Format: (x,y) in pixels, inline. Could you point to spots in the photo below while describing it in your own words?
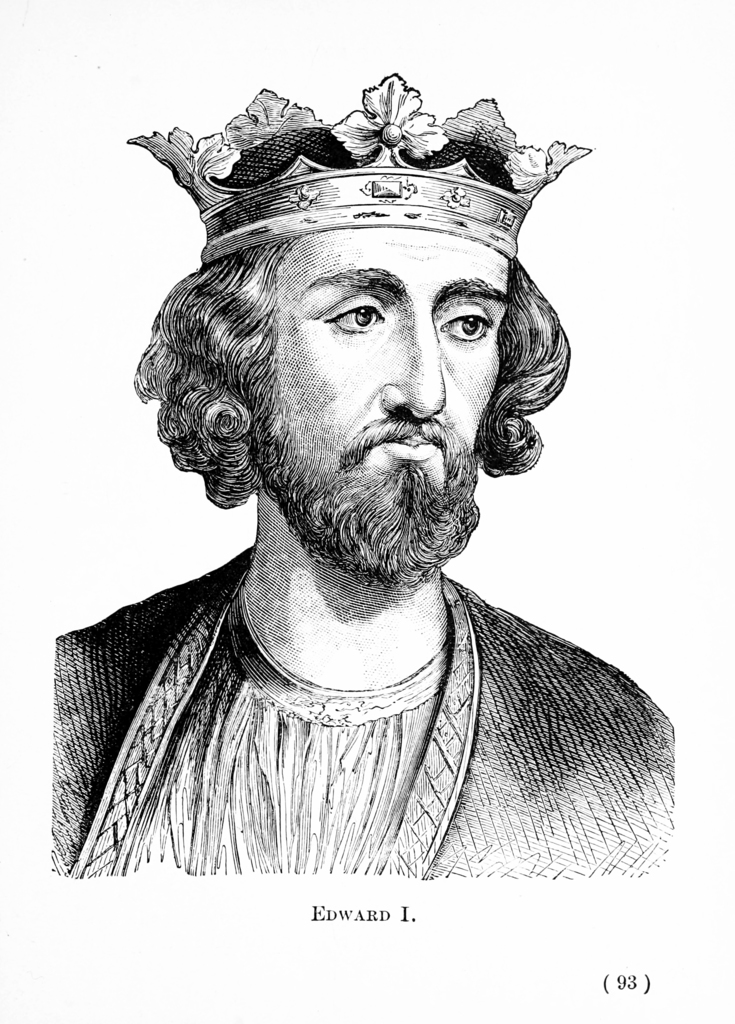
In this image we can see the sketch (278,572) of a person (273,691). We can also see the text (359,909) and also the number (618,981).
